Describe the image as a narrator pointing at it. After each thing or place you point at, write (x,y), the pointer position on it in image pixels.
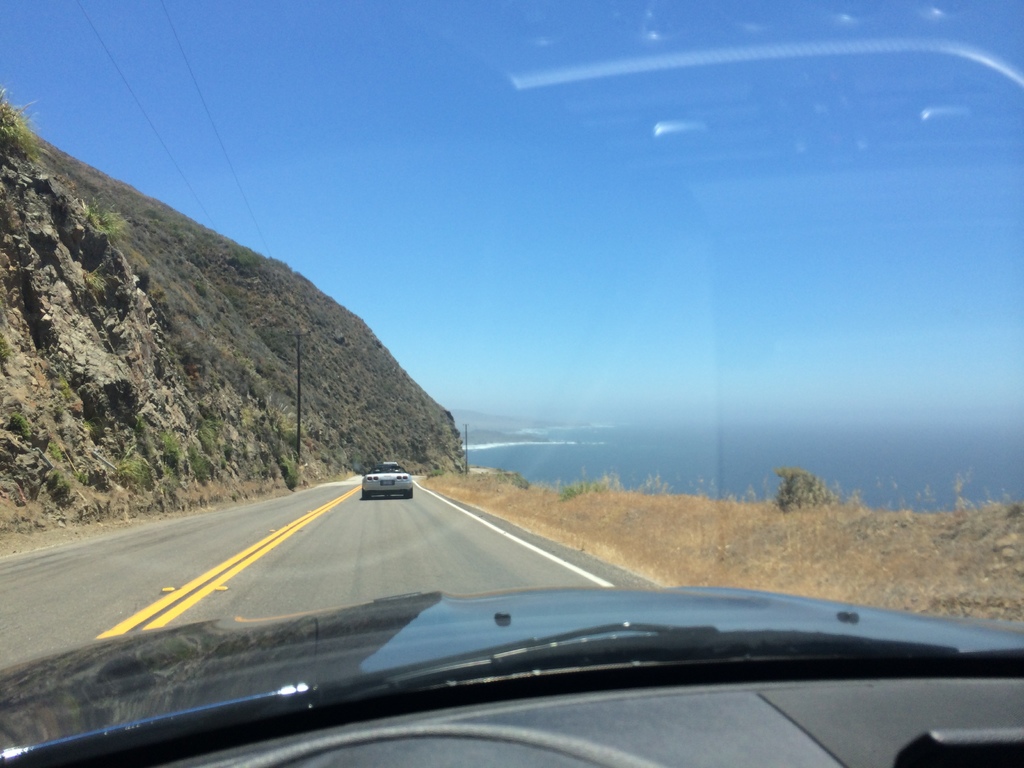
In this image I can see few vehicles (241,723), mountains (212,363), water (735,472) and the dry grass (864,546). The sky (670,261) is in blue and white color.
